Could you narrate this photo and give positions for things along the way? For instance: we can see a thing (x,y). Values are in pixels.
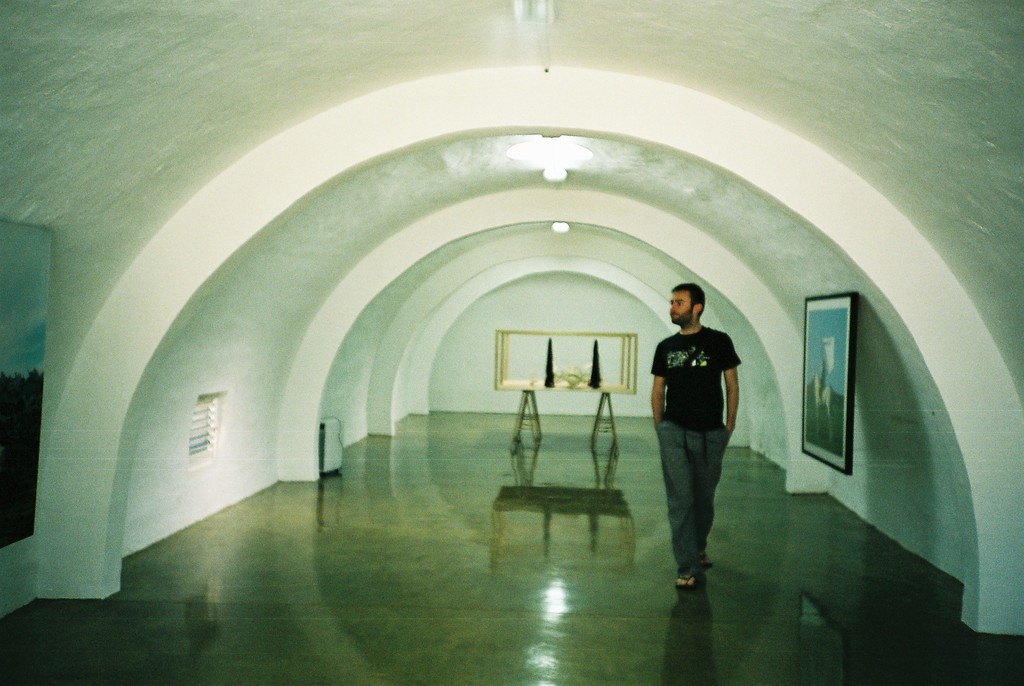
In this image in the center (659,353) there is one person (673,400) walking, and on the right side (821,412) there is a photo frame (850,375) on the wall (1021,436). And on the left side (33,264) also there is one board (13,315) and wall (57,400), in the background (511,370) there is a window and some objects (522,397). At the bottom (473,623) there is floor (442,512), and at the top (572,150) there are some lights (558,154).
